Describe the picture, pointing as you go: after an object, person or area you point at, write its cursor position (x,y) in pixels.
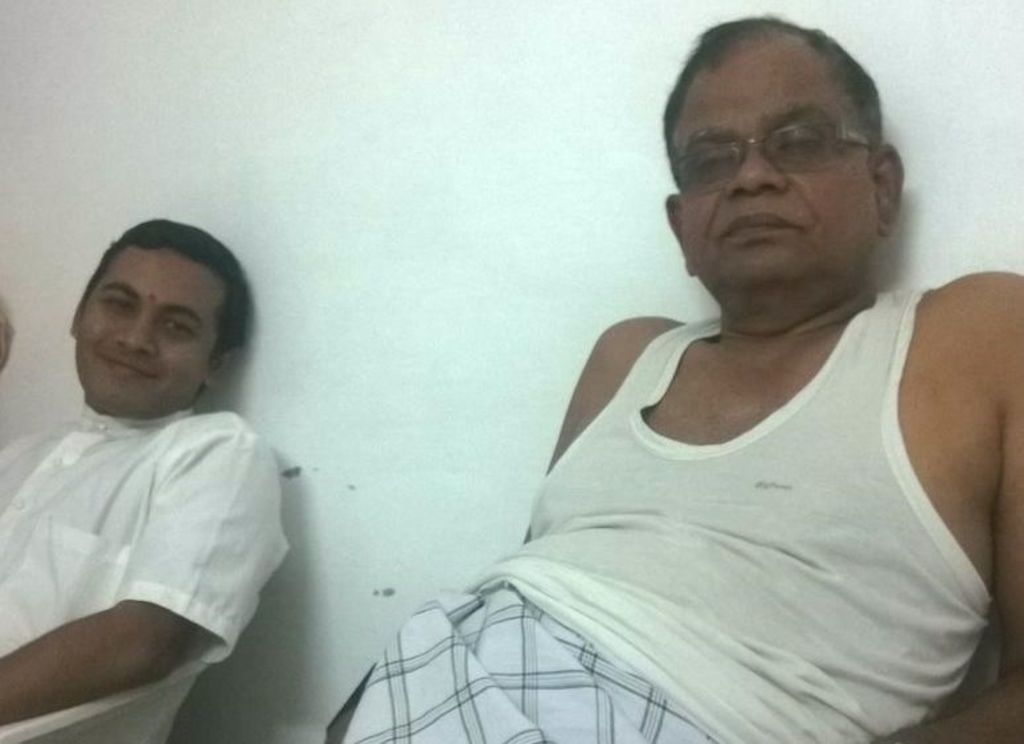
In this image, we can see two persons (650,555) are sitting. Background (420,410) we can see the wall (382,272). On the left side of the image (134,473), we can see a person (139,382) is smiling and watching.
